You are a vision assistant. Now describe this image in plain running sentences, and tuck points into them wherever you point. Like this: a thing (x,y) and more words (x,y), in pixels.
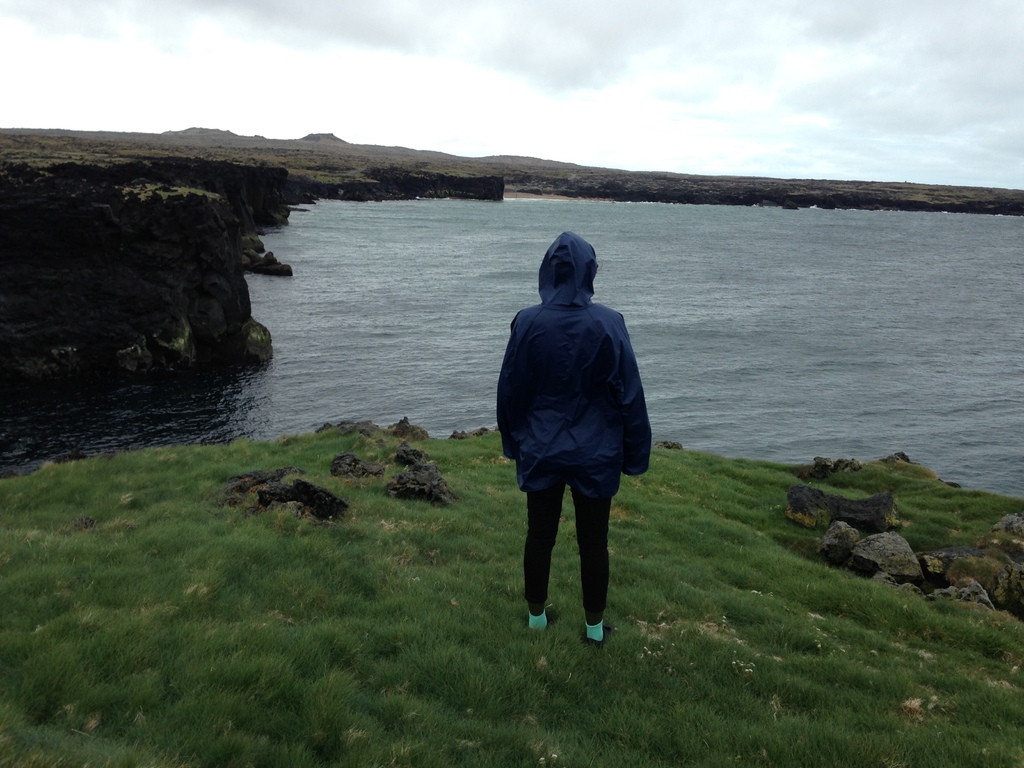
In this image we can see a person (603,584) is standing on the grass (585,682) and we can see stones (251,484) on the grass (516,697) on the ground (570,705). In the background (206,341) we can see water (490,349), cliff (147,284) and clouds (451,47) in the sky (500,43).
